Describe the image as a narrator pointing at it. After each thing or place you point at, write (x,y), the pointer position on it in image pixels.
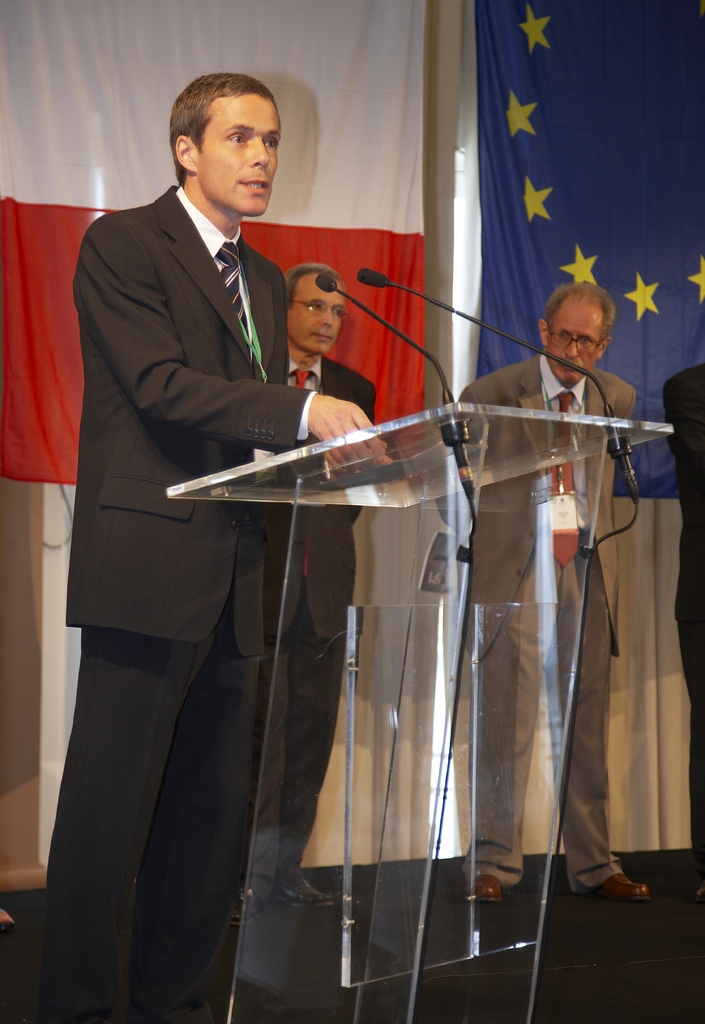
There is a man (264,96) standing in front of a mic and a desk (500,478) in the foreground area of the image (316,402), there are people (319,389) and flags (355,296) in the background (316,221).
